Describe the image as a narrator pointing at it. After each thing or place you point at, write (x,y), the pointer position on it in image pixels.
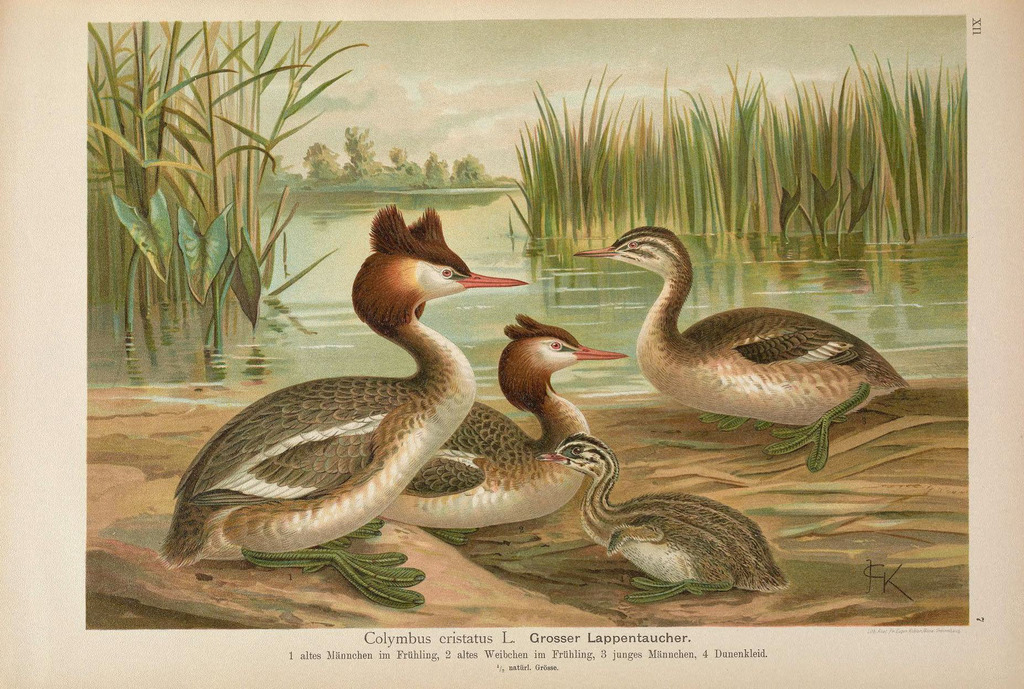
In this image I can see a picture (288,212) on a white paper (62,150). Under this picture (436,535) there is some text (489,658). This picture (501,495) consists of few birds (518,457) on the ground (512,586). In the background (642,173) there are few plants (222,196) in the water (313,275) and there are some trees (331,159). At the top (453,75) I can see the sky (522,49).
